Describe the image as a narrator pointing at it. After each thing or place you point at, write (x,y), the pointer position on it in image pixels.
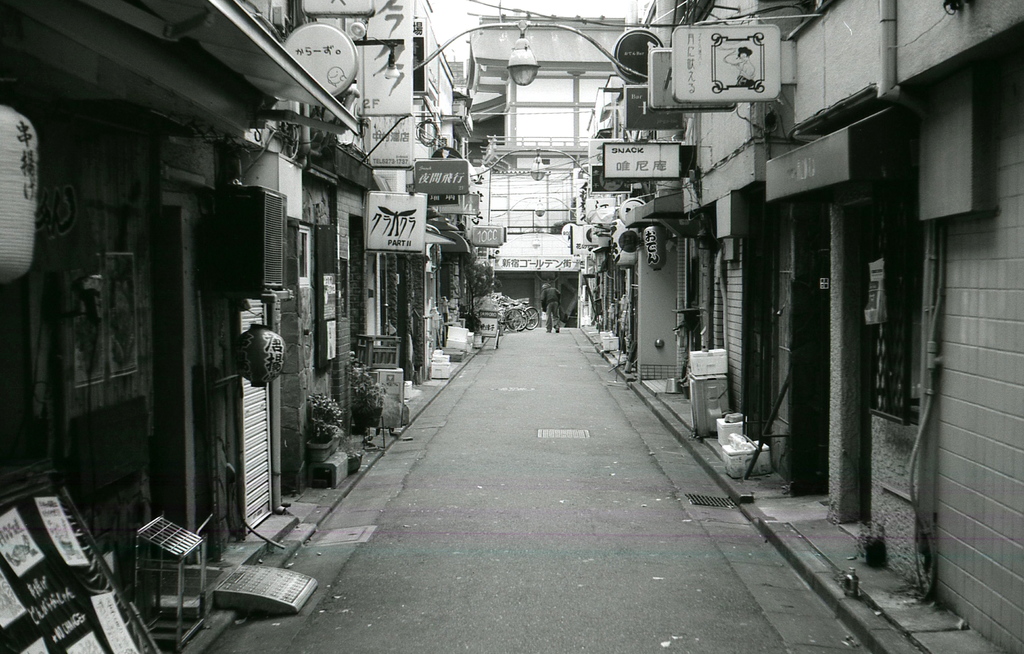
In this image I can see few buildings (238,150), few boards (336,76), flower pots (378,415), bicycles (520,316), one person (554,298) is walking, few light poles (515,57) and the image is in black and white.
